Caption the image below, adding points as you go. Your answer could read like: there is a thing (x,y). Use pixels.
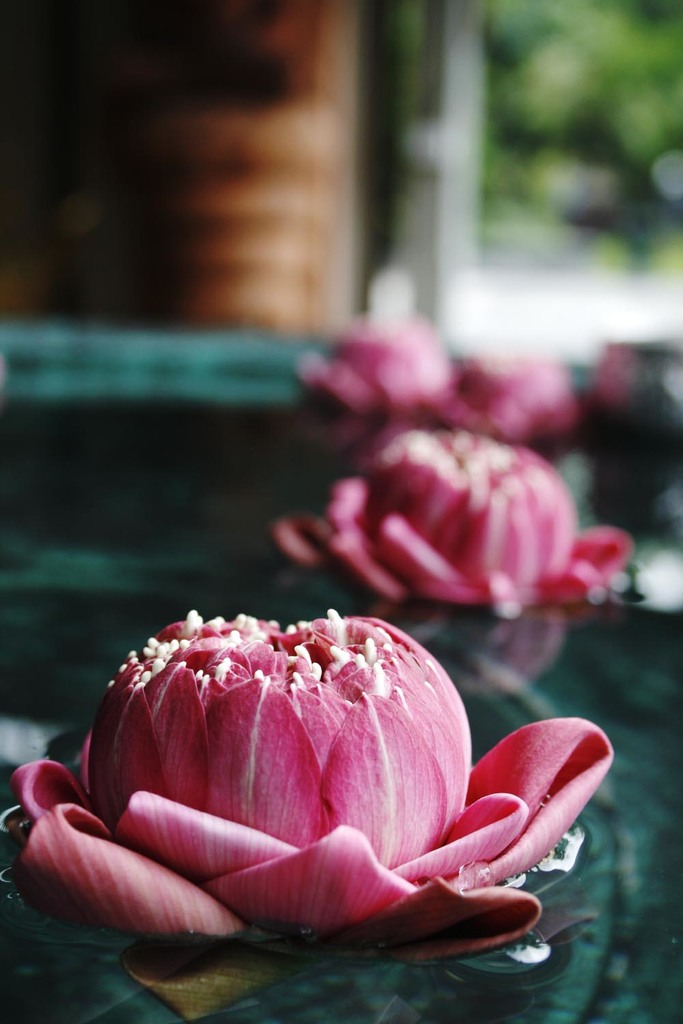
Here in this picture in the front (322,756) we can see flower (311,743) floating on the water (544,905) and behind that also we can see same flowers (360,393) present in water (641,594), but they are in blurry manner and in the far we can see plants (638,138) and trees (548,101) in blurry manner.
